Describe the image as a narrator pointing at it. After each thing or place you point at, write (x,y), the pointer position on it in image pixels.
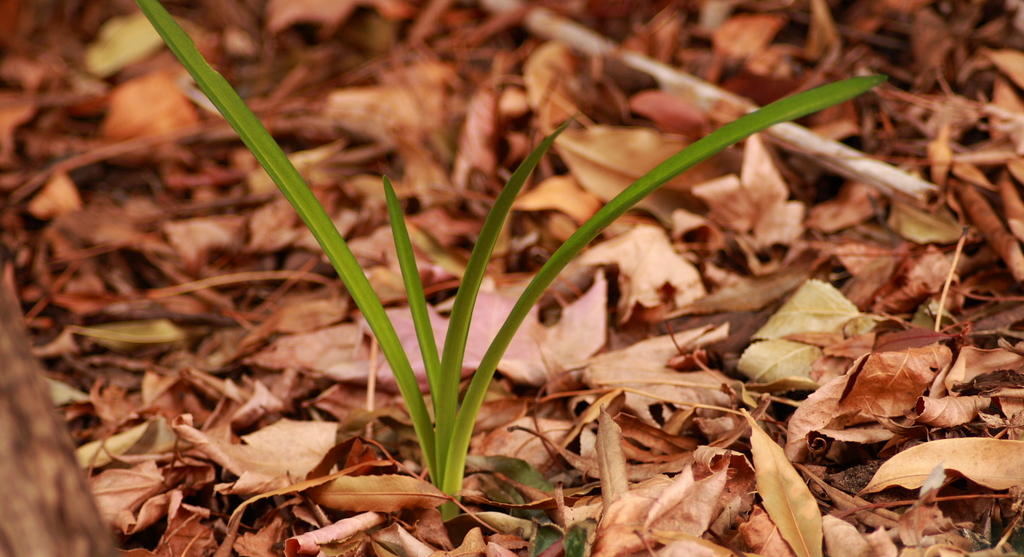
We can see plant (435,464) and leaves (85,430).
